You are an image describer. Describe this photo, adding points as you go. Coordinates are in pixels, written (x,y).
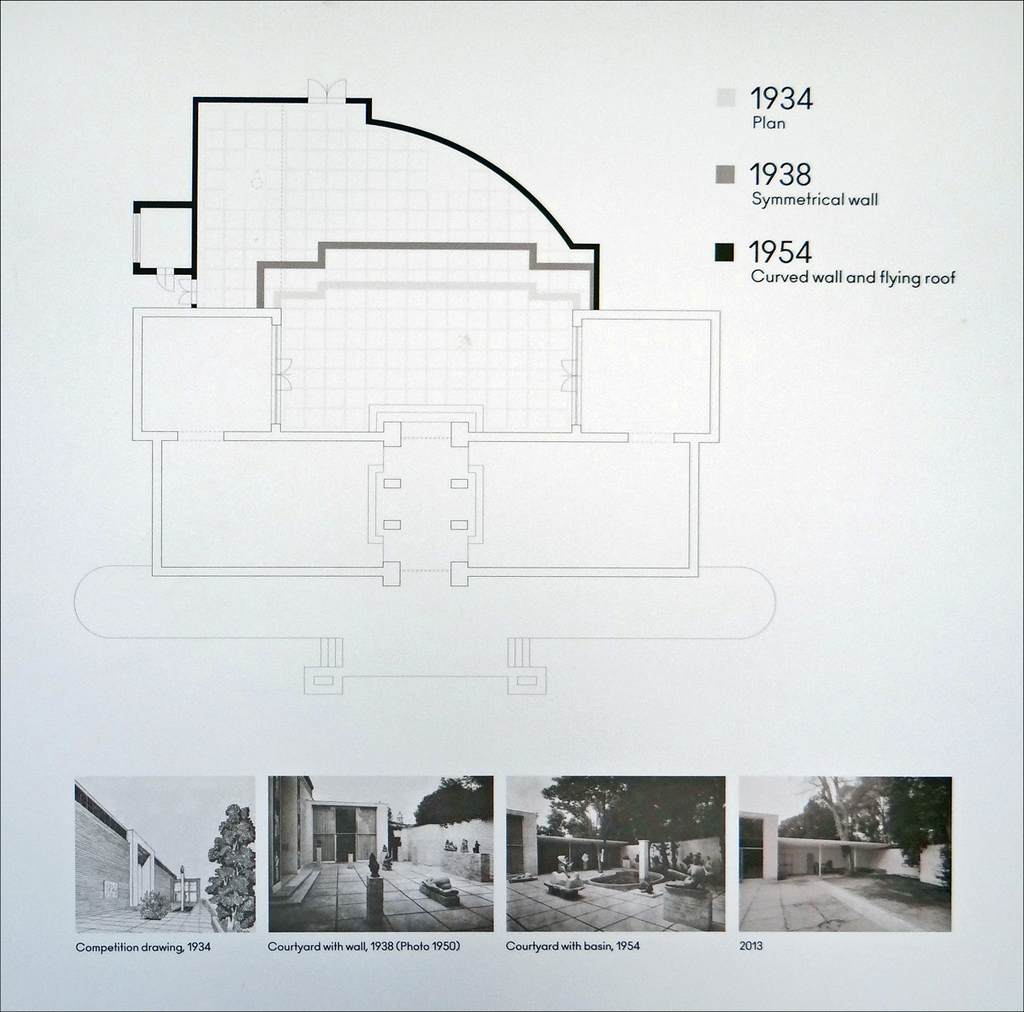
In this image I can see few buildings (81,849), trees (223,852), statues (440,884) and the sky (768,811). I can see the diagram (202,404) and something is written on it. Background (874,651) is in white color.
